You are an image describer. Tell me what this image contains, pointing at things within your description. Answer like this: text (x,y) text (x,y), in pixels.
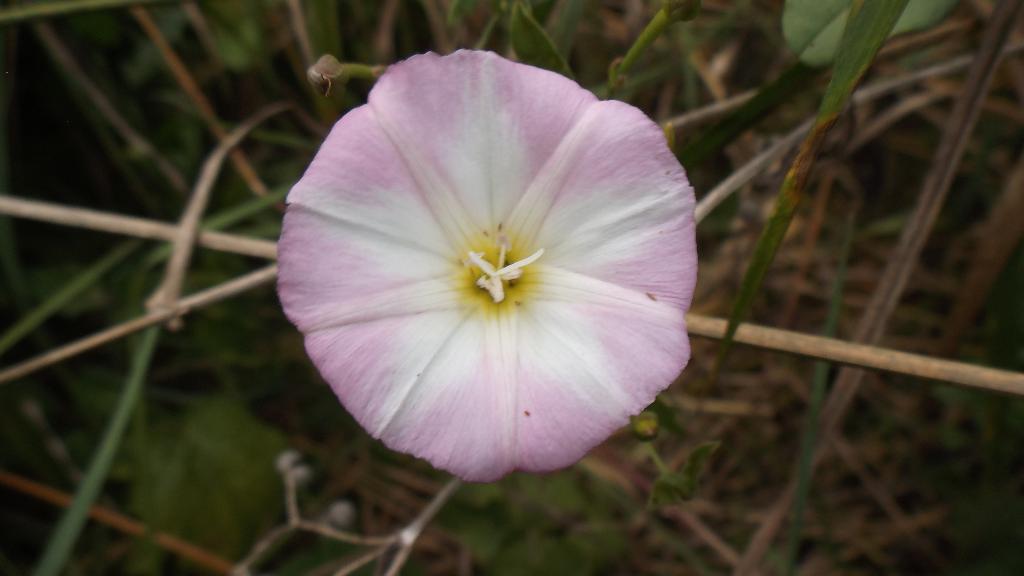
In this picture we can see a flower (472,212), stems (896,82) and leaves (845,83).
